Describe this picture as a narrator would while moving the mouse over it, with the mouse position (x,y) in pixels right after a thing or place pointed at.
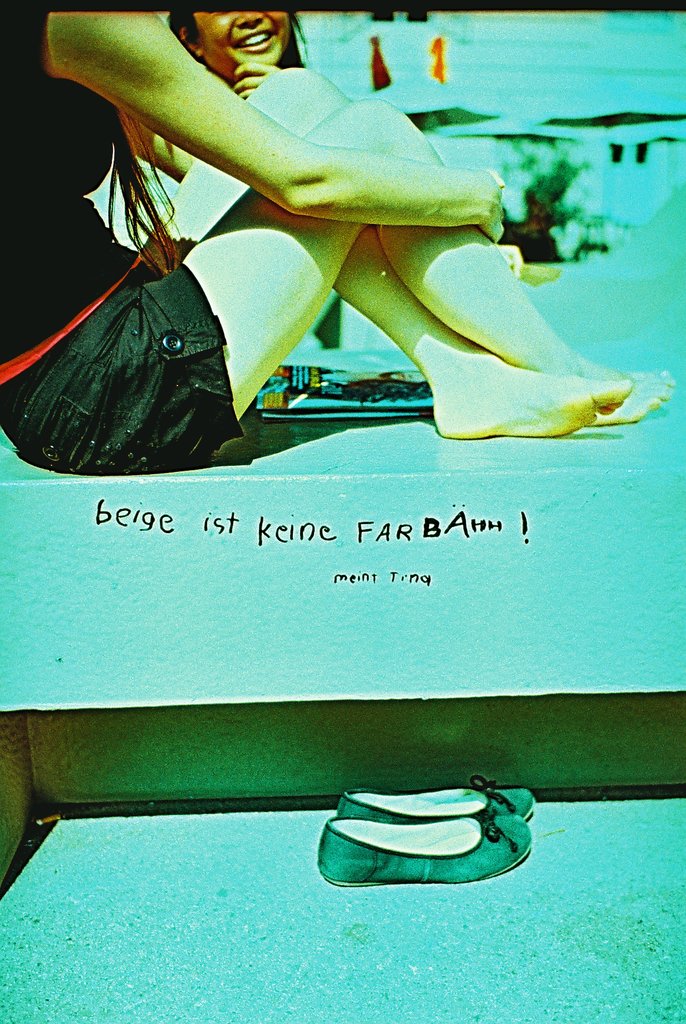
In this image we can see there is a girl (215,241) sitting on the floor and the other girl (265,35) is smiling. At the center of the image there is some text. At the bottom of the image (389,881) there is a shoe (453,842) of a girl (211,123).
